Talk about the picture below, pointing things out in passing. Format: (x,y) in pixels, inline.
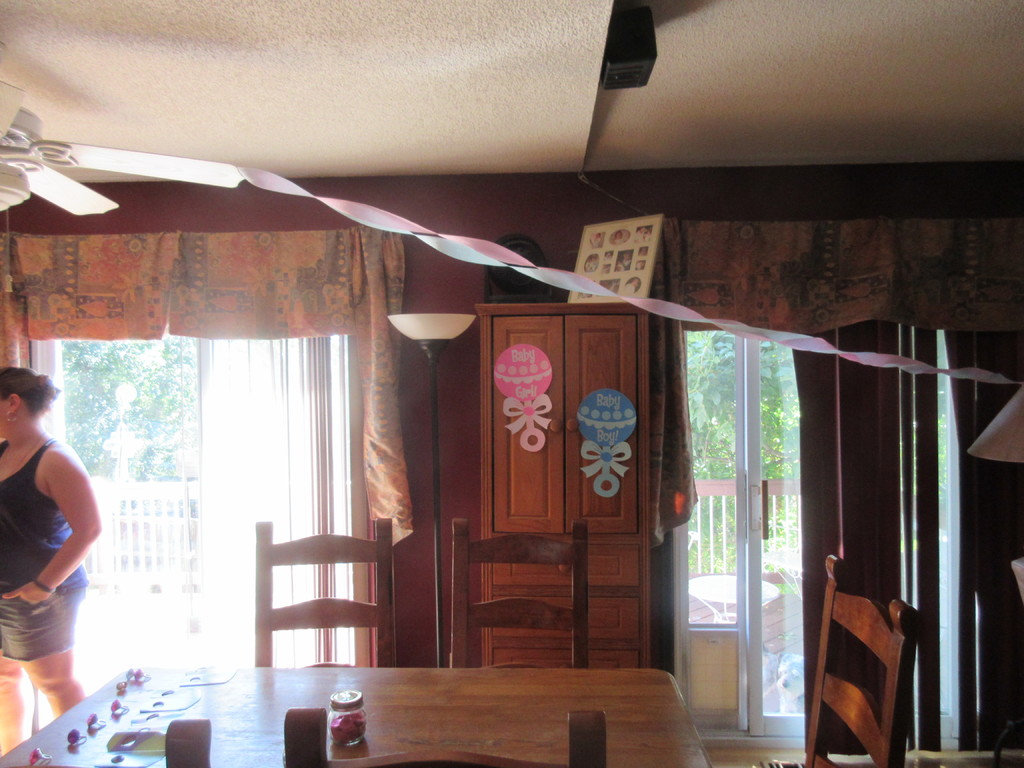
There is a table (455,707) which has some objects (331,705) on it and there are chairs (334,619) around the table (399,689) and there is a women (63,514) standing in the left corner (55,521).
